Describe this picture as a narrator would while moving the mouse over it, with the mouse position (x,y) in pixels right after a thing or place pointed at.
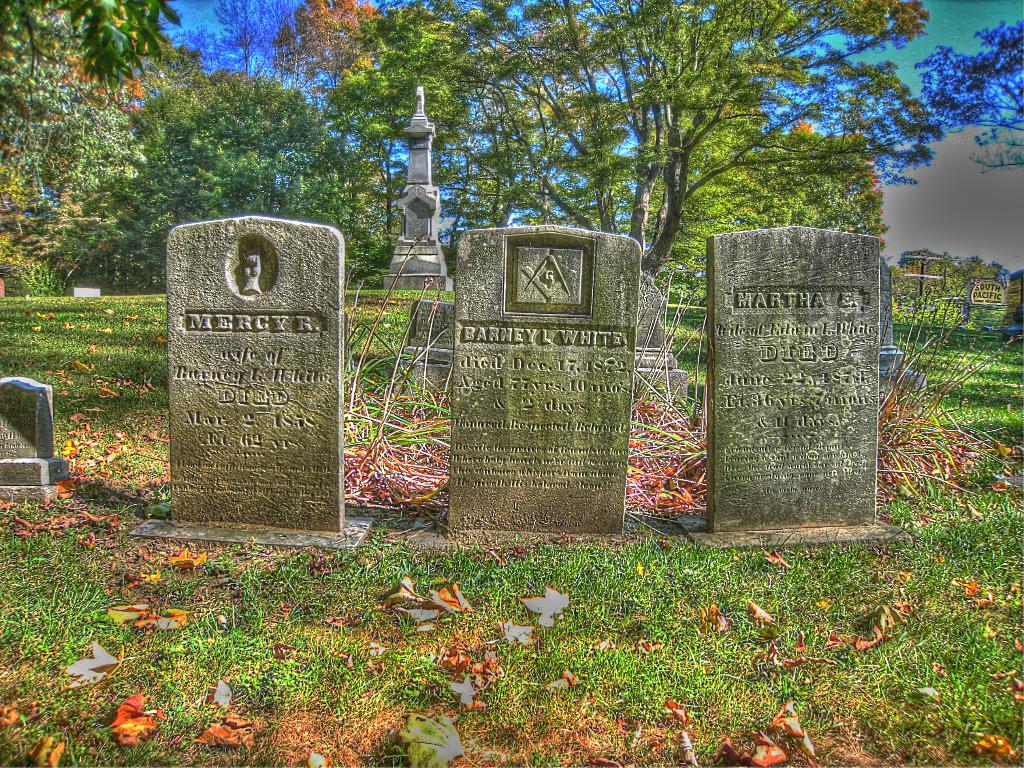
In this image, we can see graveyard stones (503,339). There is a grass (107,334) on the ground (59,418). There are some trees (483,129) at the top of the image (637,46).
